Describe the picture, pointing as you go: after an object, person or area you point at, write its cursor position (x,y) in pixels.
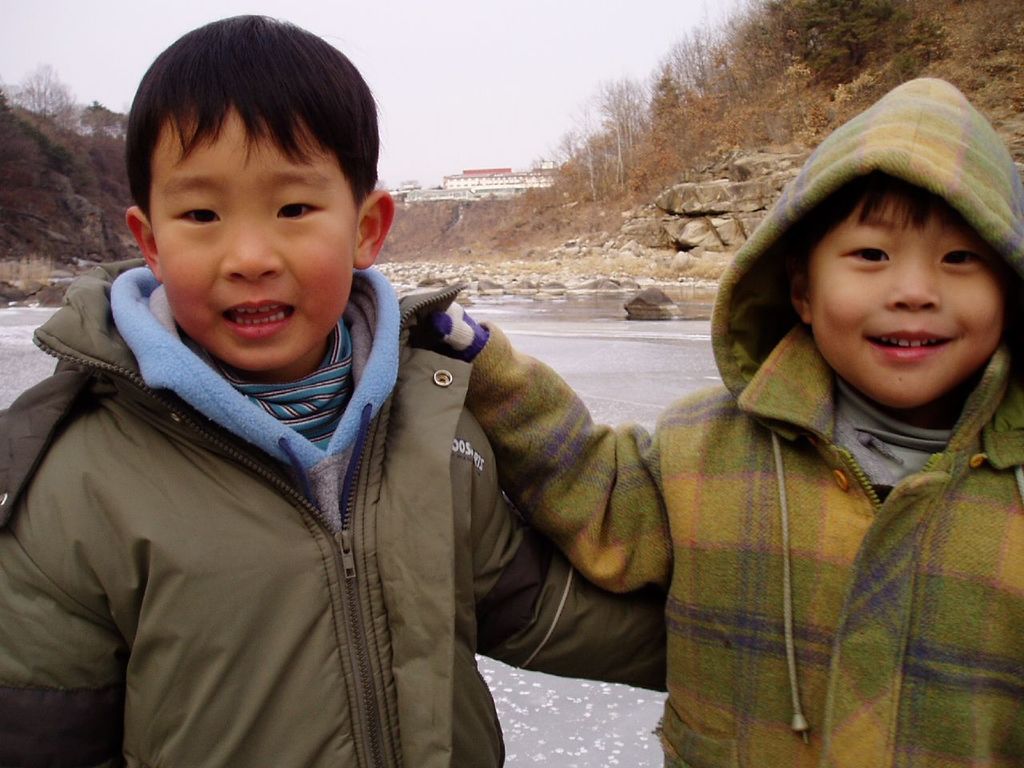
In the background (568,57) we can see the sky (616,59), buildings (494,173), rocks (661,227) and the water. This picture is mainly highlighted with the children (904,612) wearing the jackets (735,395).
